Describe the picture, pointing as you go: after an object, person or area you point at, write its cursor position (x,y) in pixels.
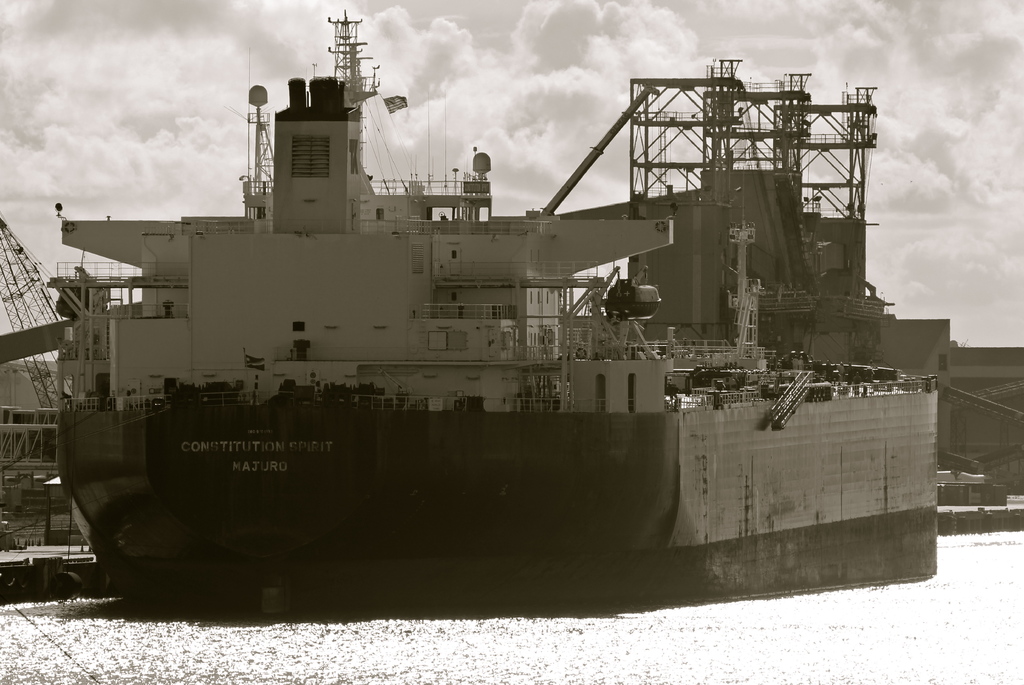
In the image there is a tanker ship (328,360) on the water surface (1000,541), it is very huge.
